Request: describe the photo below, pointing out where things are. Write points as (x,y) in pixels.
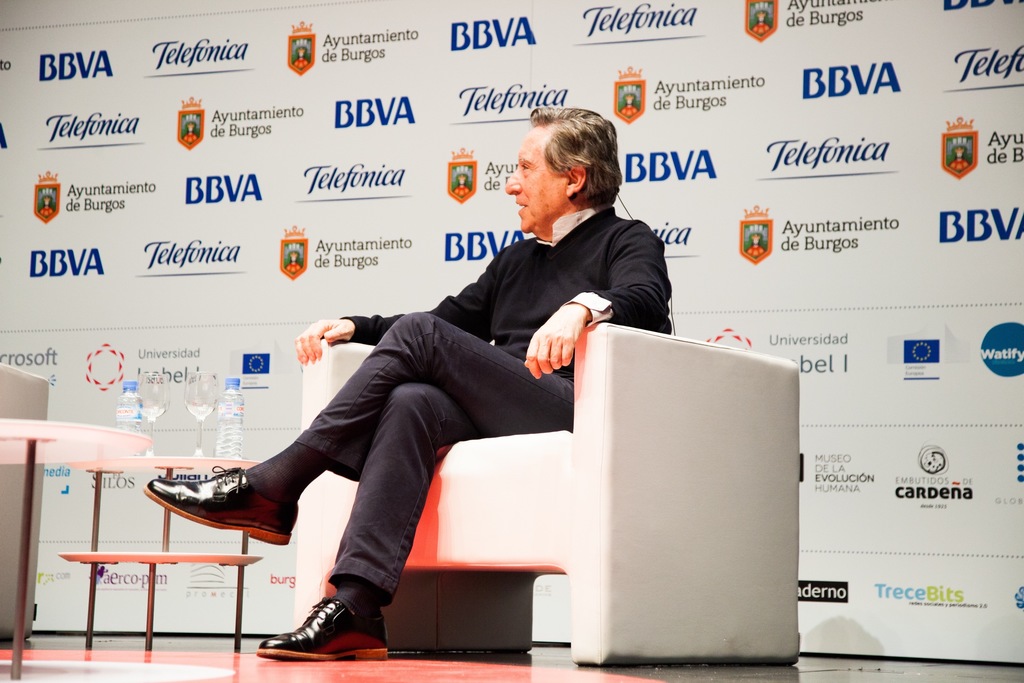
In this image I can see a man (557,280) wearing black color t-shirt (637,291) and sitting on the chair (529,463). In the background (720,55) there is a board (181,192). Beside the person (310,431) there is a table (103,466), two bottles (140,429) two glasses (196,403) are arranged on that.
